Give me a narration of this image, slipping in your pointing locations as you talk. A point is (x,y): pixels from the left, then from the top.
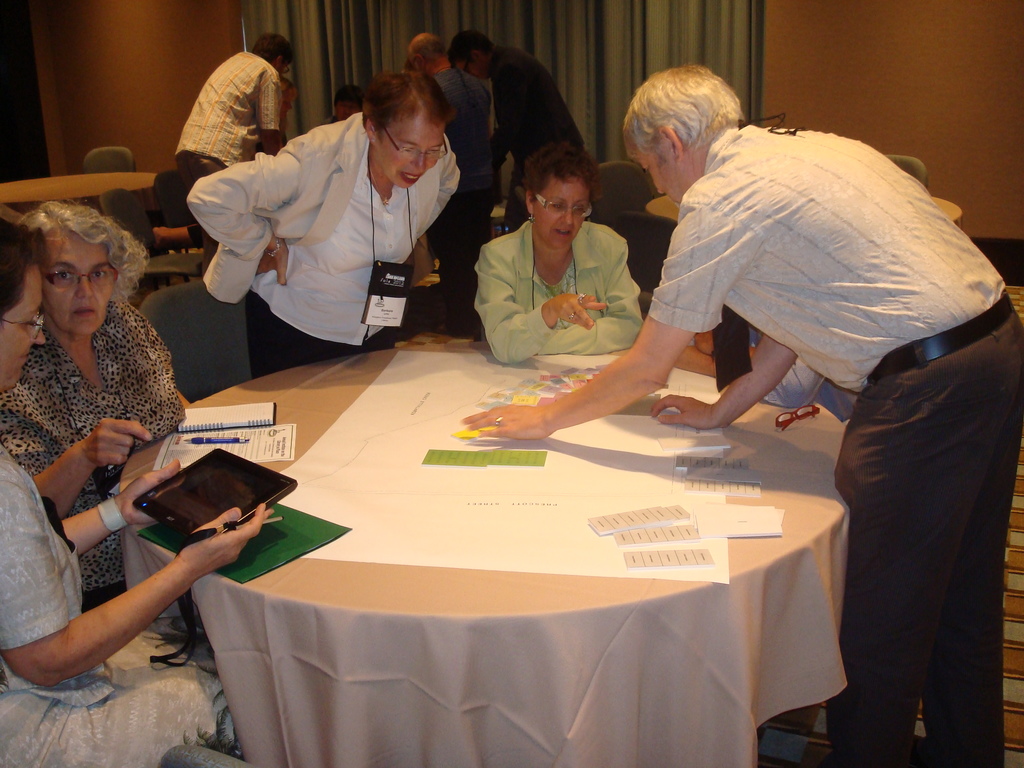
In this image i can see few women (126,322) sitting on chairs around the table (304,379) and few persons (826,365) standing, i can see a tab (216,498) in one of the woman's hands (259,519). On the table (745,450) i can see few papers (505,480), a spectacles (802,408) and a pen (243,439). In the background (229,130) i can see few other people (438,61) standing, a table (147,177), and few empty chairs (132,198), the wall (130,86) and the curtain (376,11).
